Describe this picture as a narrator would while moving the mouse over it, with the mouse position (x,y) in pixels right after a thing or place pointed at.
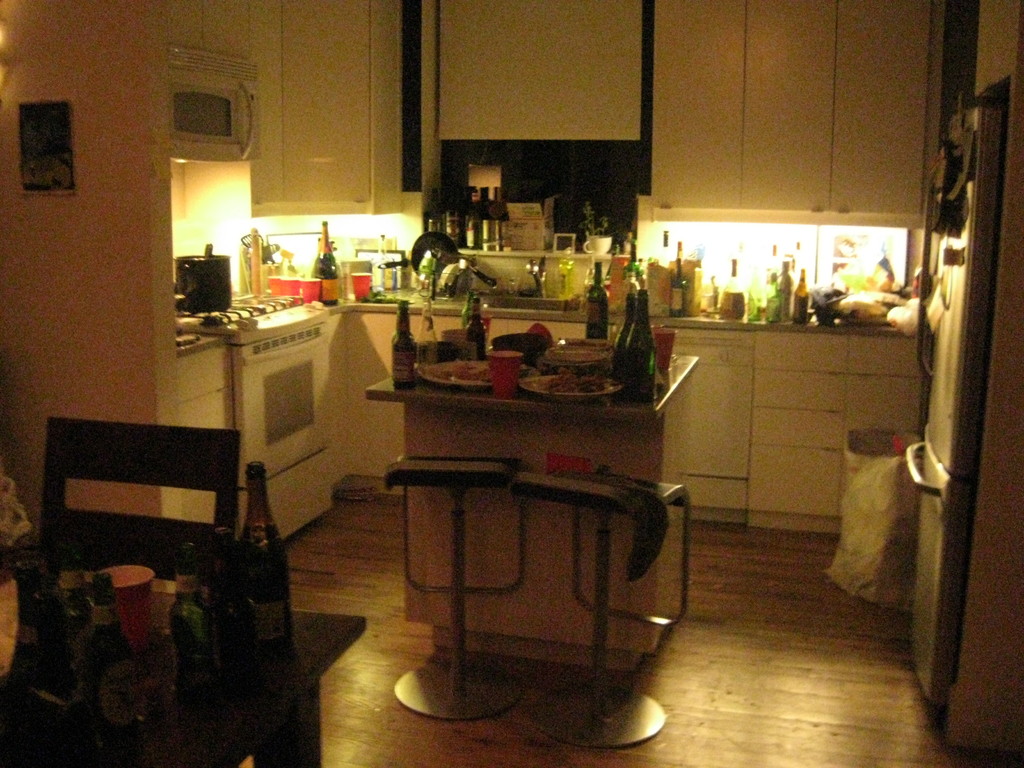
In this picture there is a table (568,409) on which some food items (487,372) and drink bottles (636,373) were placed. There are two stools (515,489) here. In the background (321,267) there are some plates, bottles (335,277), food items (879,288) on the desk (813,326). There is a refrigerator (942,330) in the right side (937,432). In the left side (175,662) there is a dining table (83,757) and a chair (164,484) here.
